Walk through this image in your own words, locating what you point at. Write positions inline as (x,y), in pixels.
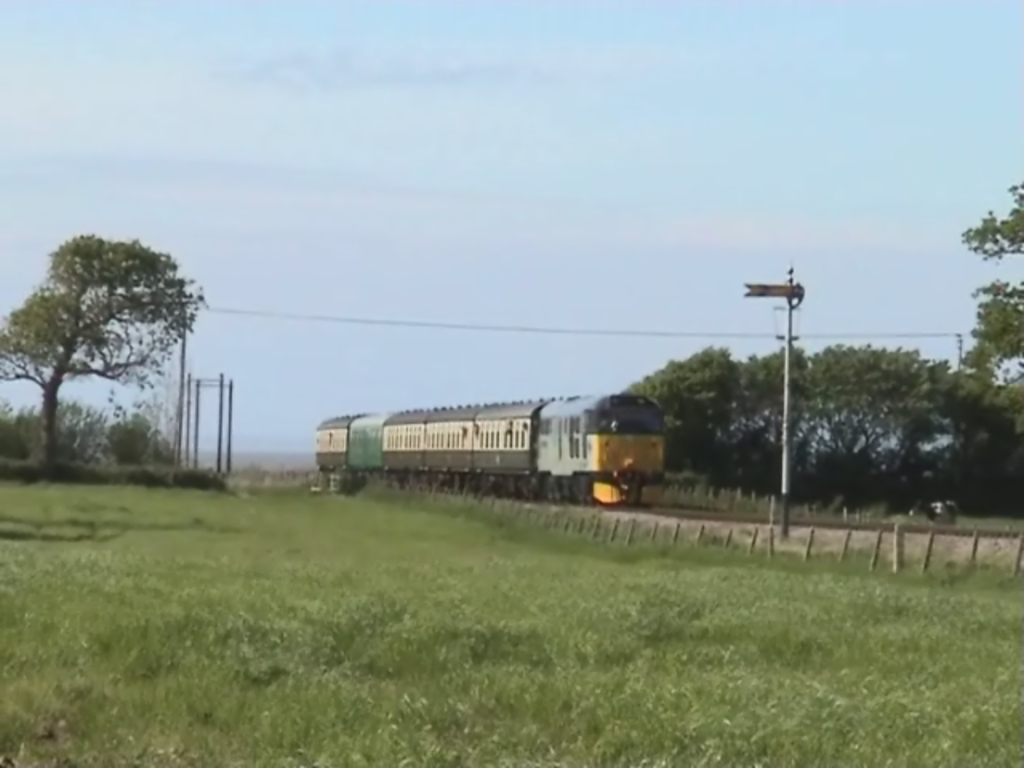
In this image, I can see a train (510,474) on the railway track (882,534). There are trees (925,489), poles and grass (478,627). In the background (506,250), there is the sky (410,127).
